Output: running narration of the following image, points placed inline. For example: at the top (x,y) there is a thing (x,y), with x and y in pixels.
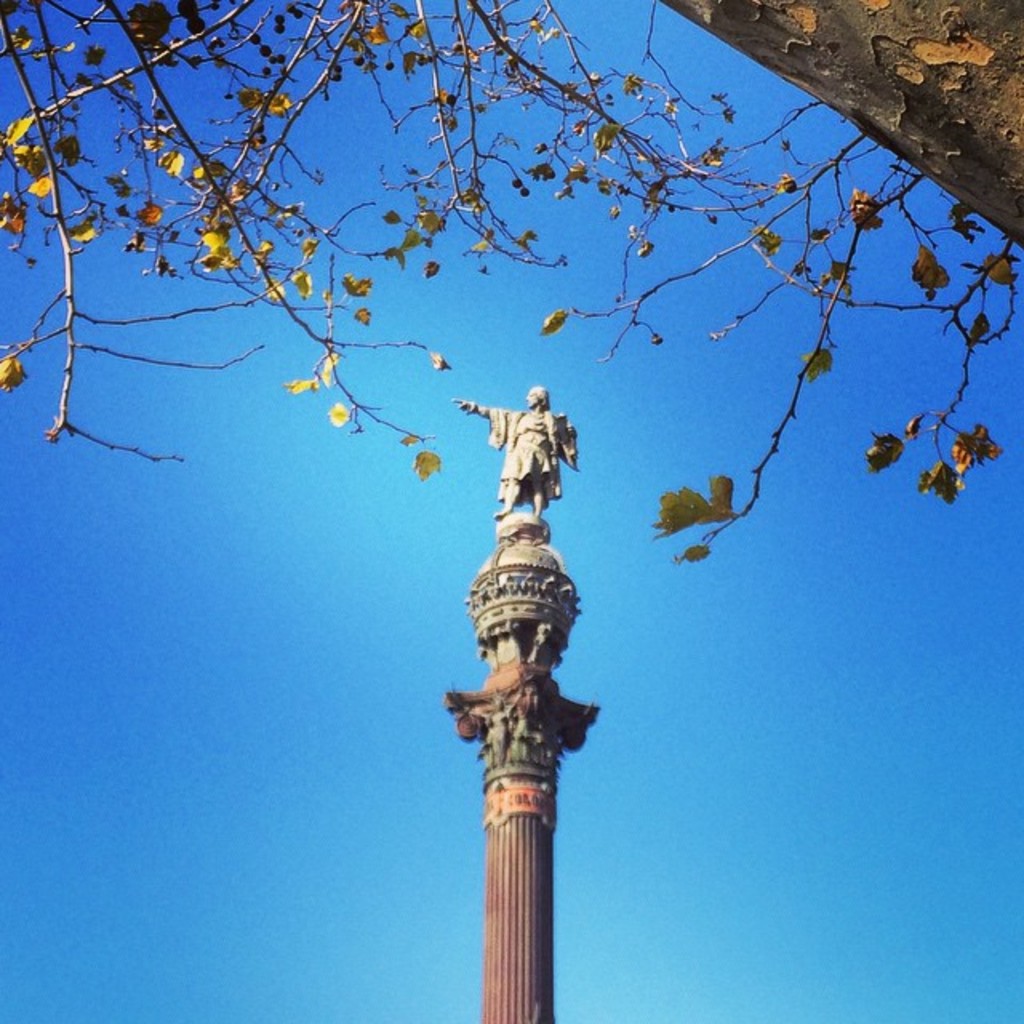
In this picture I can see the tree (351,278) and pillar (515,872) with sculpture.
